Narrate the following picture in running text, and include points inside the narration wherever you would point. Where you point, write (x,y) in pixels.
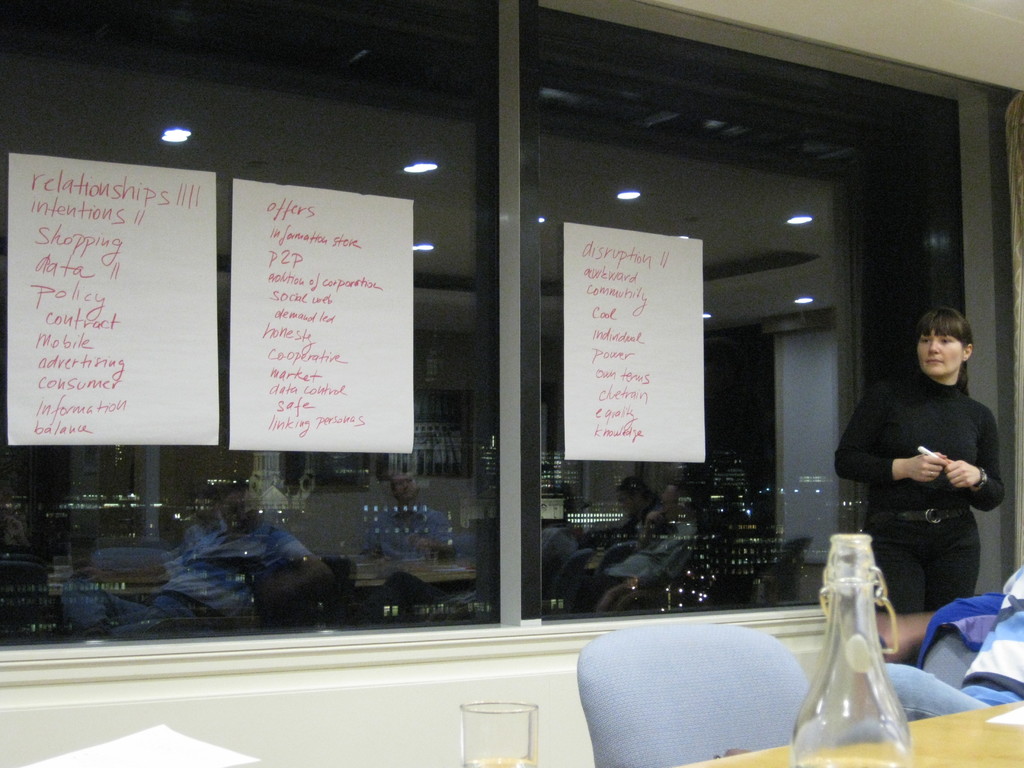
In this image I can see a woman (920,459) is standing. I can also see few chairs (743,659), a bottle (805,761) and a glass (517,720) on this table (986,764). Here I can see three papers (667,252) and few things (60,191) are written on it.
